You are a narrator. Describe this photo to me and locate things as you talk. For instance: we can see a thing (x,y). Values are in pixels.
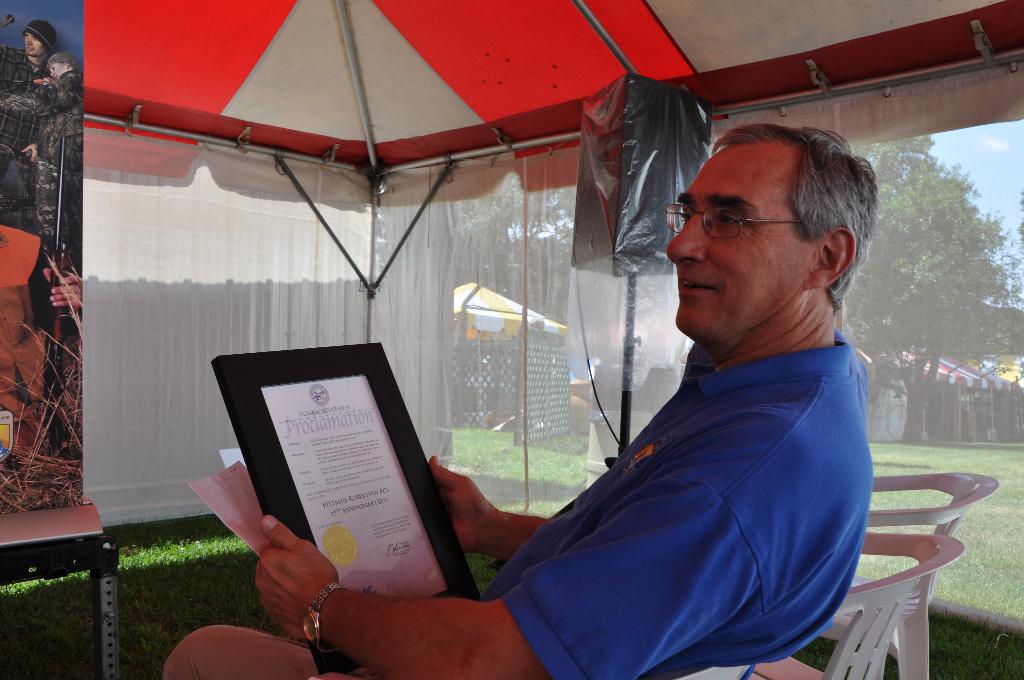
As we can see in the image there are chairs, grass (996,449), trees (936,234), tents (693,33), curtains (406,228), banner (50,148), table (36,549), a man (632,538) wearing blue color t shirt (659,498) and holding a photo frame (314,477).
